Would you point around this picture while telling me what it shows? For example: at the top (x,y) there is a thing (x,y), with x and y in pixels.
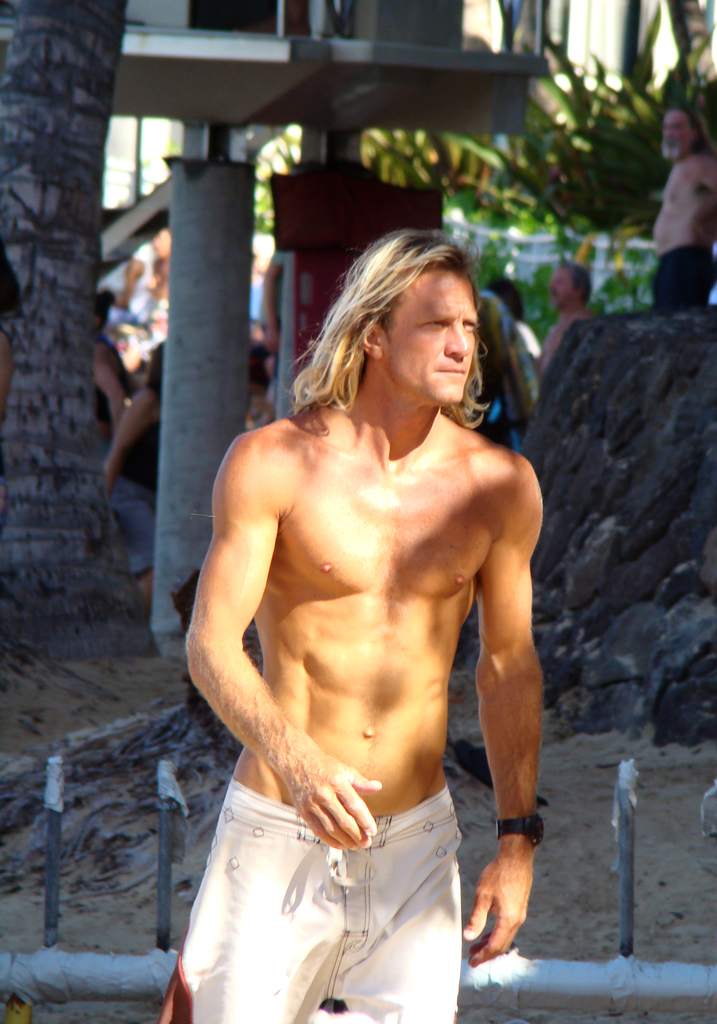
In the center of the image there is a person (453,917). In the background of the image (67,29) there is a tree trunk (76,167). There are people (672,147). There are plants (575,180).
